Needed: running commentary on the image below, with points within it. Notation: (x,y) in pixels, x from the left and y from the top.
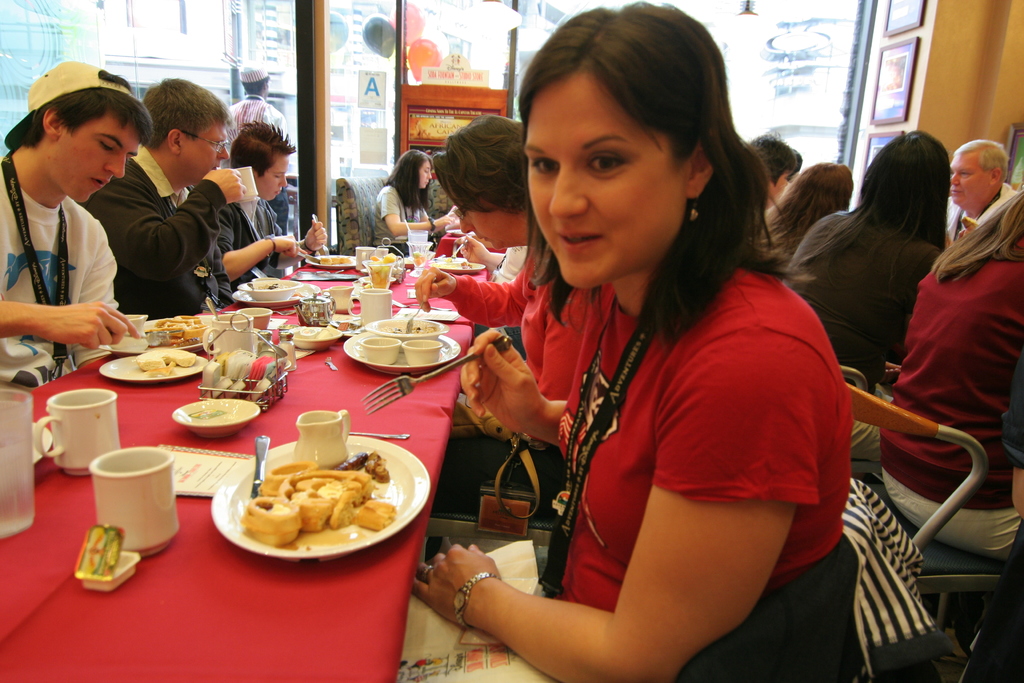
In this picture there are two dining tables (272,605) with two rows of people (486,133), they are having their meals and one man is there who is standing near the door (296,195) staring outside from the glass window (298,152), the people (269,212) those who are eating their meals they have their identity cards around their neck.
